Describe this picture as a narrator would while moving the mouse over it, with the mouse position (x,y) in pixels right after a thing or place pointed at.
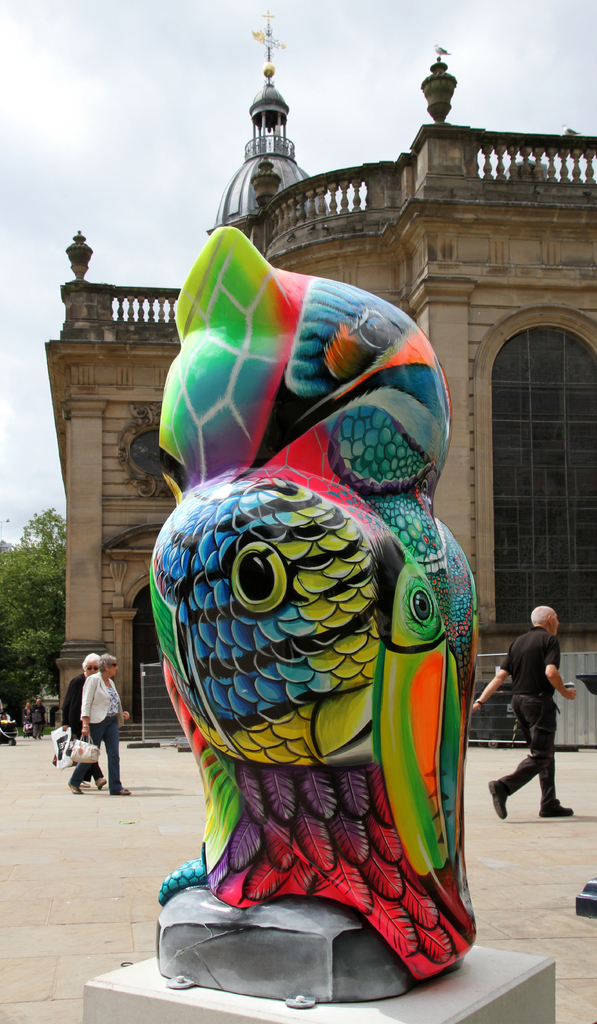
Painting (426,624) on a statue (414,555). Background (12,615) we can see building (135,449), tree (57,539), sky (100,187) and people (533,683). These people (518,695) are walking and holding bags (90,761). Sky (24,153) is cloudy.
